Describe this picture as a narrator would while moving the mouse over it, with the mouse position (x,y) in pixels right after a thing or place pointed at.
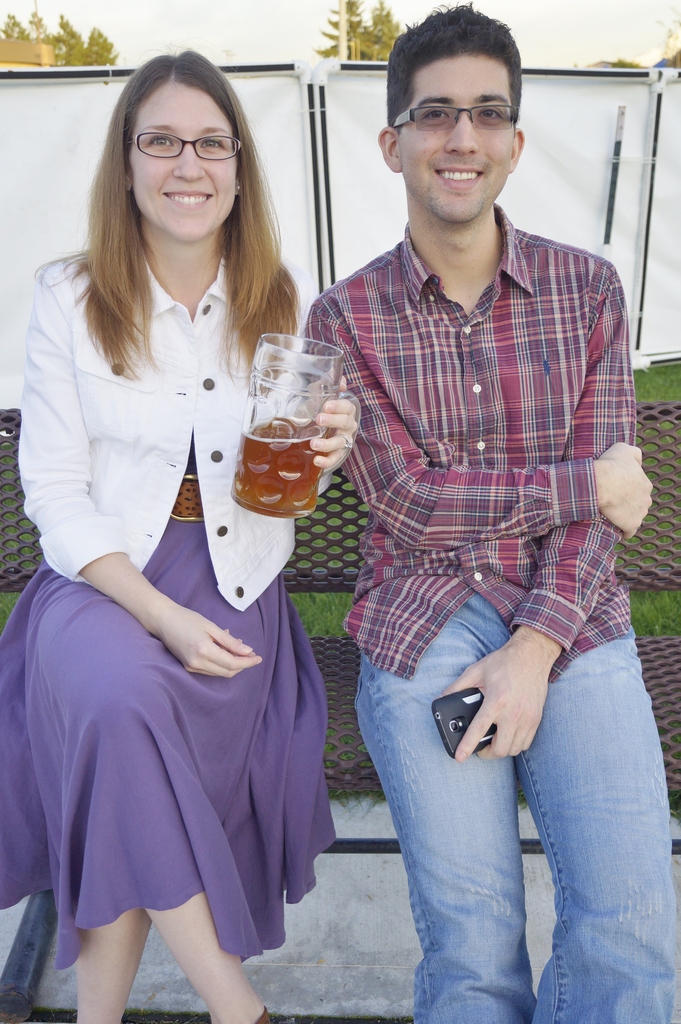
In this picture we can see one woman (298,642) and one men (440,1017) are sitting on the bench (49,924), woman (260,326) is holding mug (260,425), man (432,619) is holding mobile (460,741).
